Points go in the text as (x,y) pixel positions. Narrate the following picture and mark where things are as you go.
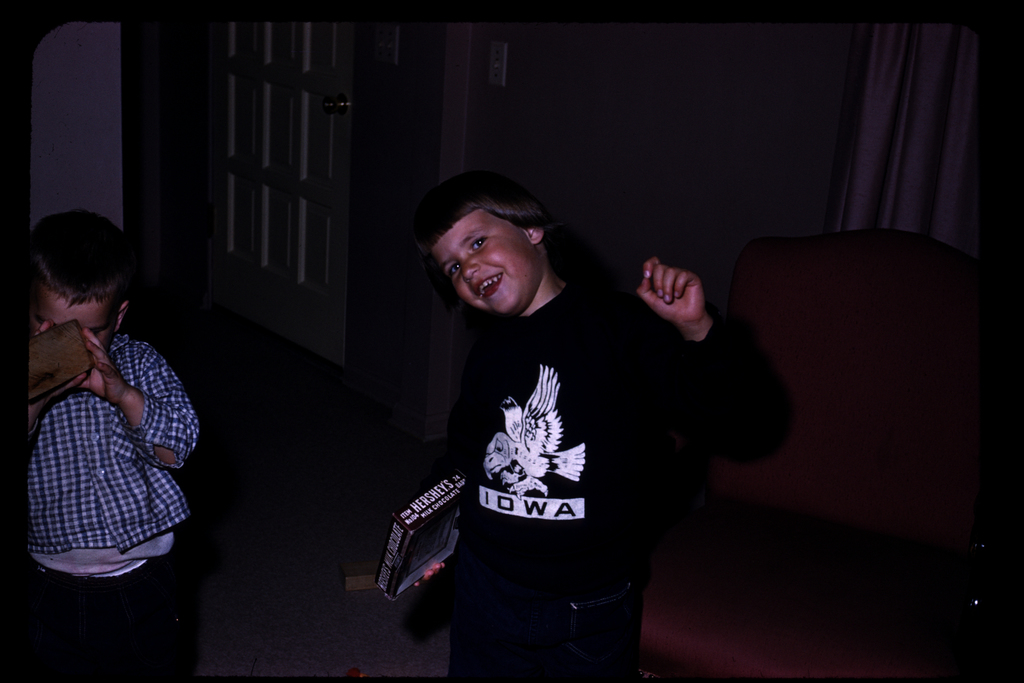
In the center of the image (456,276) there are two kids (487,201). In the background of the image (283,268) there is door (213,122). There is wall (649,152). To the right side of the image (833,317) there is a chair (749,553).
